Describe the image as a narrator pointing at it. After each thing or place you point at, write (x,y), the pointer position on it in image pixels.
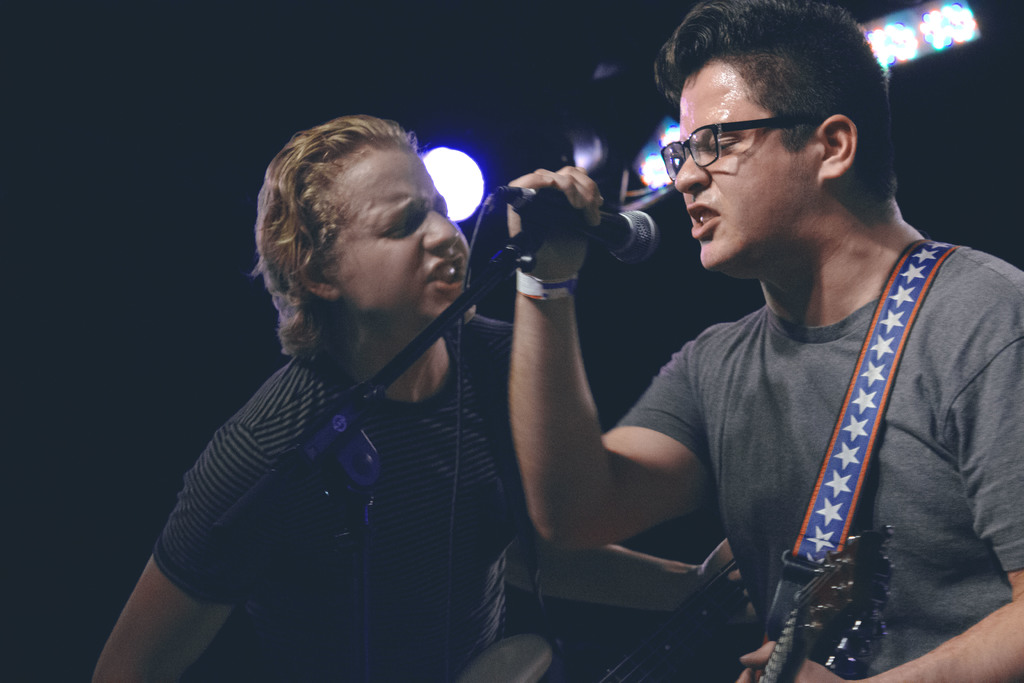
In this picture two men (629,494) are standing, at the right corner (834,533) one man (938,513) in grey shirt (942,557) is holding a guitar (779,641) and singing in front the microphone (606,226) beside him another man (430,490) in black shirt (419,547) is standing and holding a guitar (677,629), behind him there are lights (888,33).
